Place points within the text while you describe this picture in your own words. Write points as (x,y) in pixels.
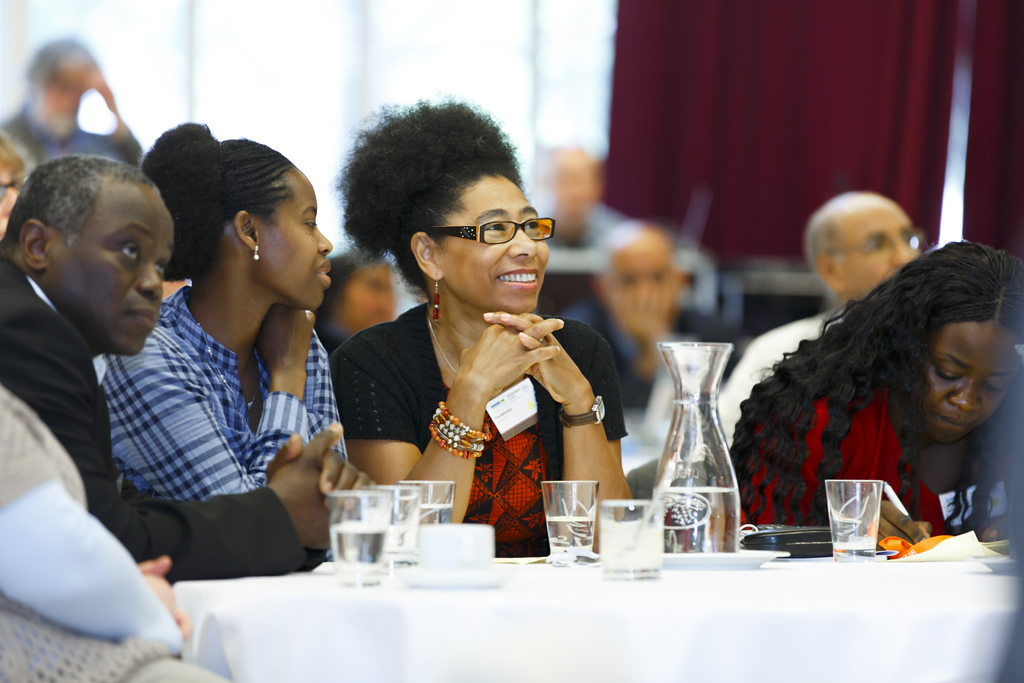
This image has three women (398,152) sitting in front of table (266,614) and at the left side (121,183) there is a person (258,490) sitting wearing black suit (91,417). At background (874,272) there are few people (653,332) sitting. There is a table (422,682) in front (847,677) having glasses (396,563) and jar (715,438) on it.
